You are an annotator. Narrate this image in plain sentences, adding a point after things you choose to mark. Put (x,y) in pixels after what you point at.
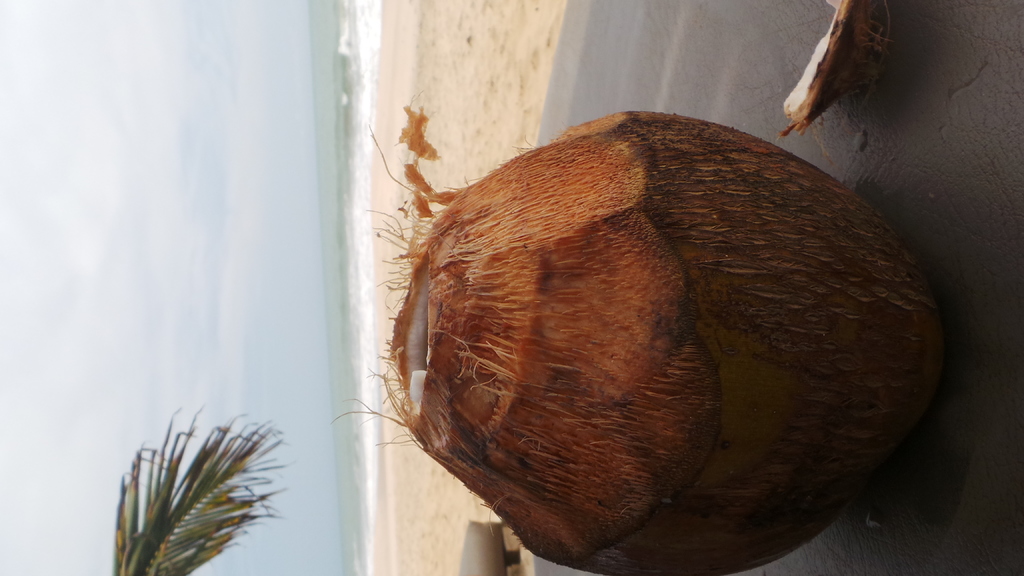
Here we can see a coconut (735,411). In the background (346,397) we can see water (366,237) and sky (97,242).
